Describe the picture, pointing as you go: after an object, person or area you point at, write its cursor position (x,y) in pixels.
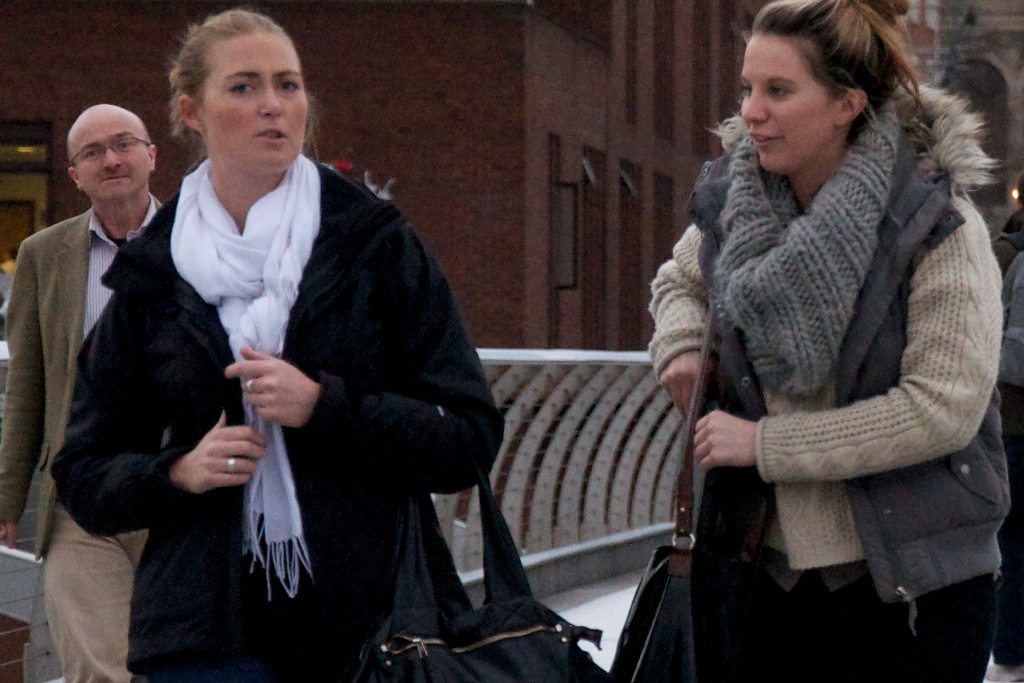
In this image I can see three persons (202,129) on the road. In the background (533,542) I can see a fence (578,353), buildings (596,32), door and windows (585,169). This image is taken may be on the road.
